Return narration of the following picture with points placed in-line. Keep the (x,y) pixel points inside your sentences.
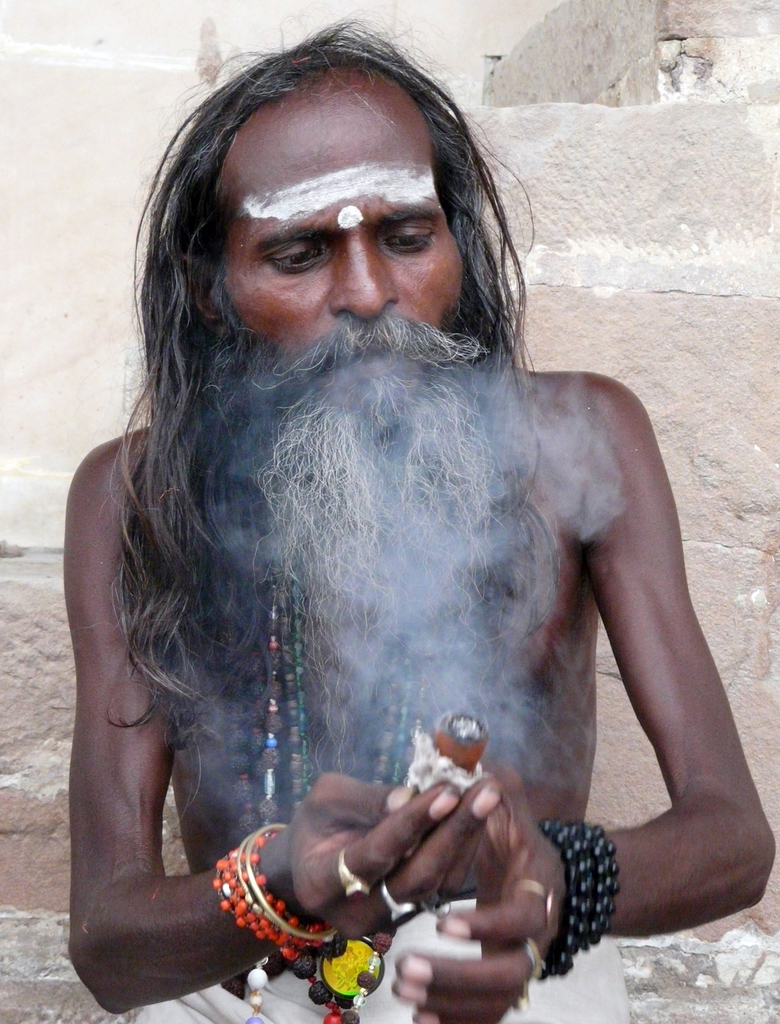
In this picture we can see a person (307,579) with the beard (355,521) and the person (368,632) is holding an object (414,773). Behind the person (279,556) there is the wall (719,482).
